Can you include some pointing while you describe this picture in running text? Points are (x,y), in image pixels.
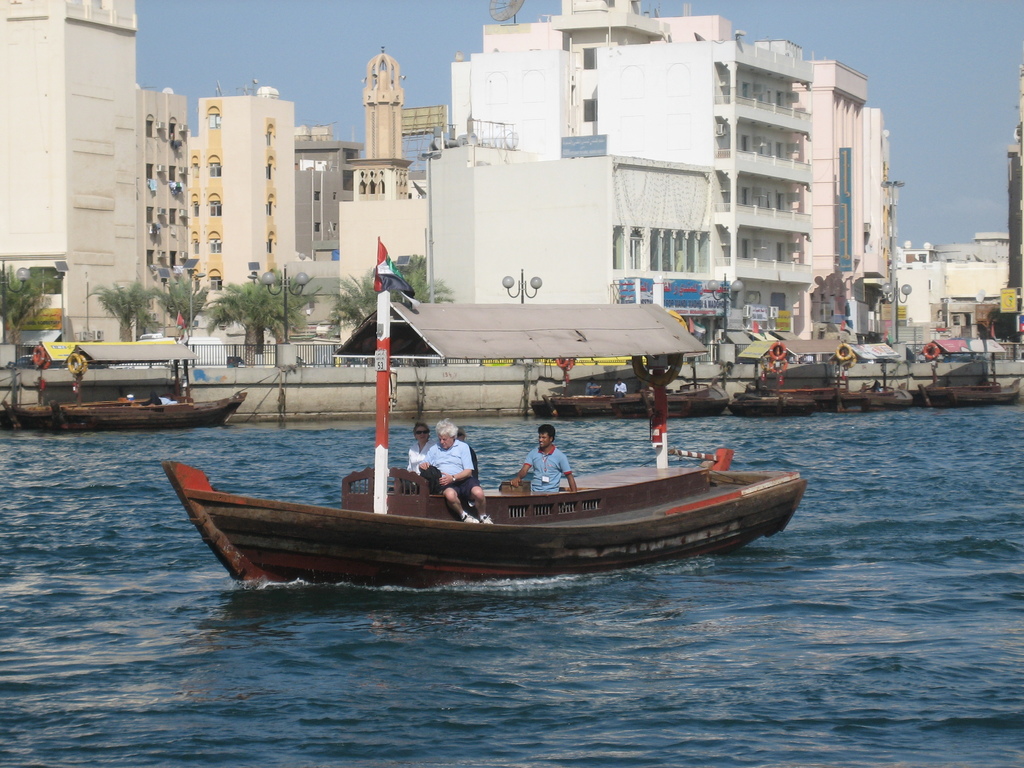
In the image there are few persons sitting on a boat (622,513) in the lake (71,617) and behind them there are few boats (595,407), over the back (244,242) there are buildings (245,208) behind trees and above its sky (305,53).
